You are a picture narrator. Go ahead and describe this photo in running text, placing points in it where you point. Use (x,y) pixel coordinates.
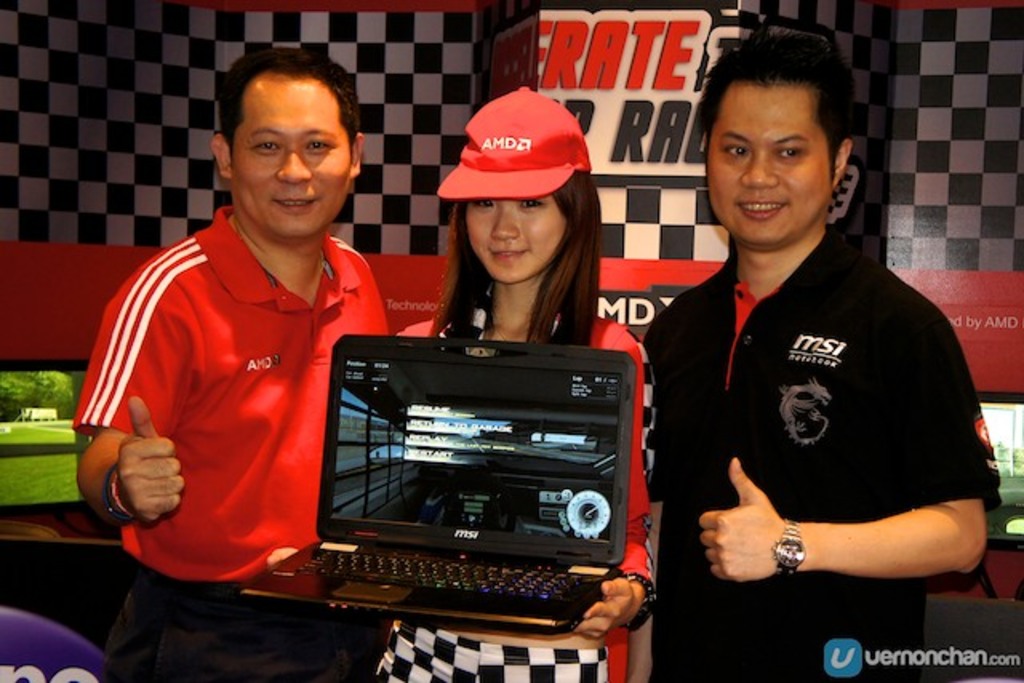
There are three people (774,447) standing. This woman (503,652) is holding a laptop (484,545) in her hands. She wore a cap (482,195), which is red in color. On the left side of the image (99,550), That looks like a table (48,546) with an object (62,478) on it. I think this is a hoarding (440,77). At the bottom of the image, I can see the watermark (941,652).
